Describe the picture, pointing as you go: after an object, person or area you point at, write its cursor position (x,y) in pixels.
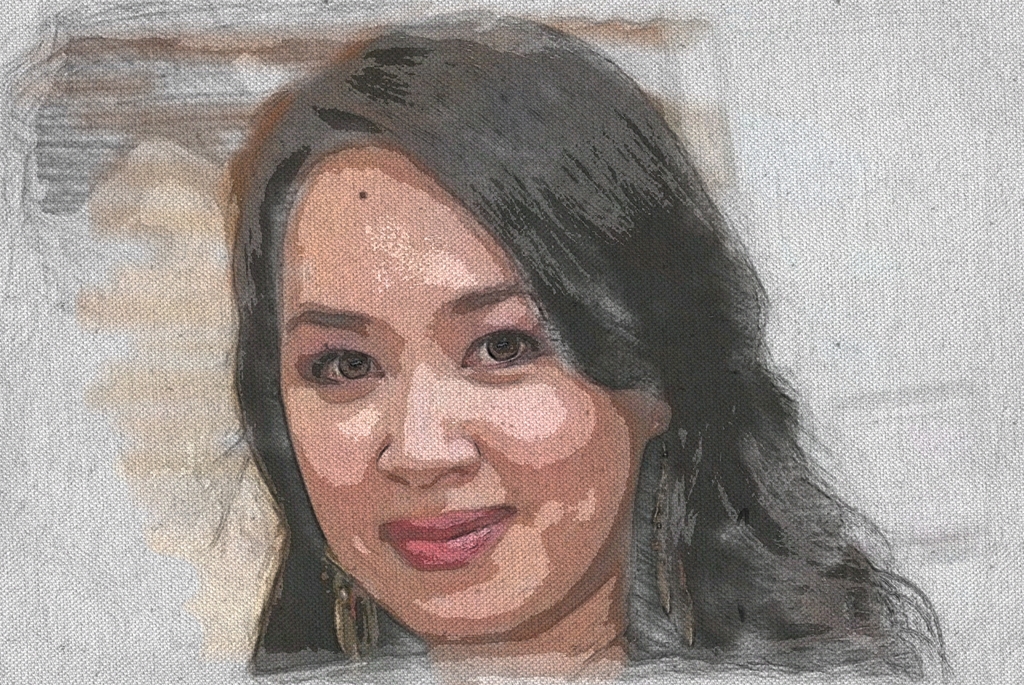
In this image, I can see a woman (592,95) picture.
